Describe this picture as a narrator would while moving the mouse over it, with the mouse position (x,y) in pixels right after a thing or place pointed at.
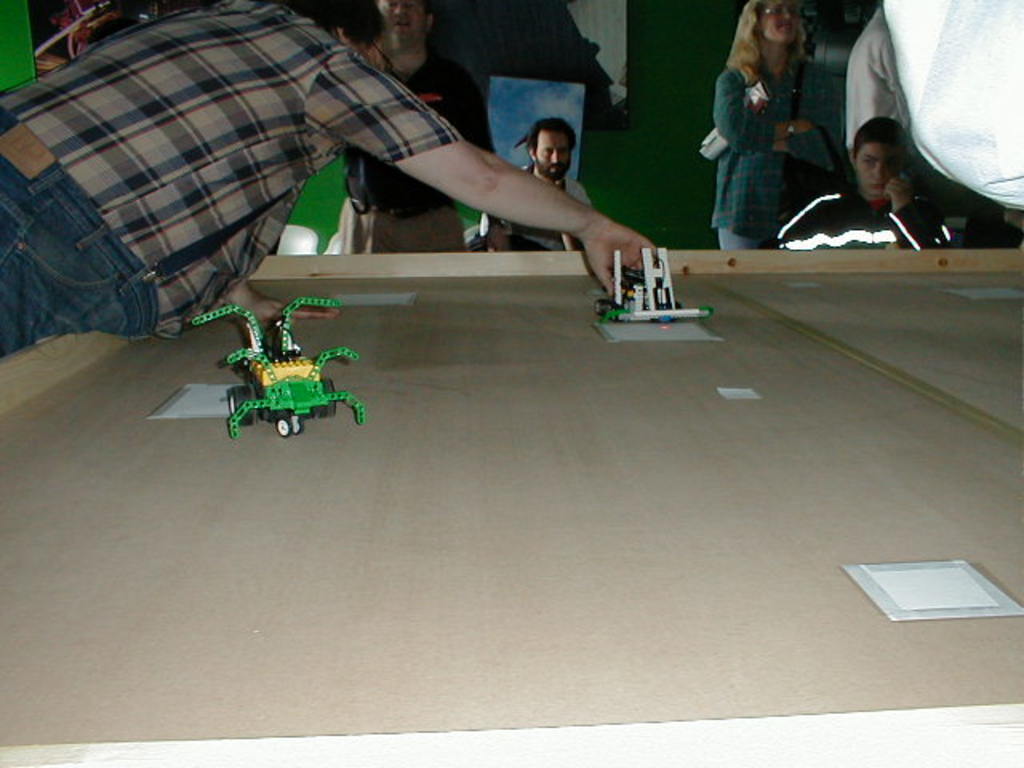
On this table (778,317) there are toys (661,303) and stickers (880,568). These 2 persons (886,232) are sitting. These 3 persons (790,107) are standing. This person (275,159) is holding a toy (659,276). Wall (649,195) is in green color. On wall (680,64) there are pictures (594,59).
